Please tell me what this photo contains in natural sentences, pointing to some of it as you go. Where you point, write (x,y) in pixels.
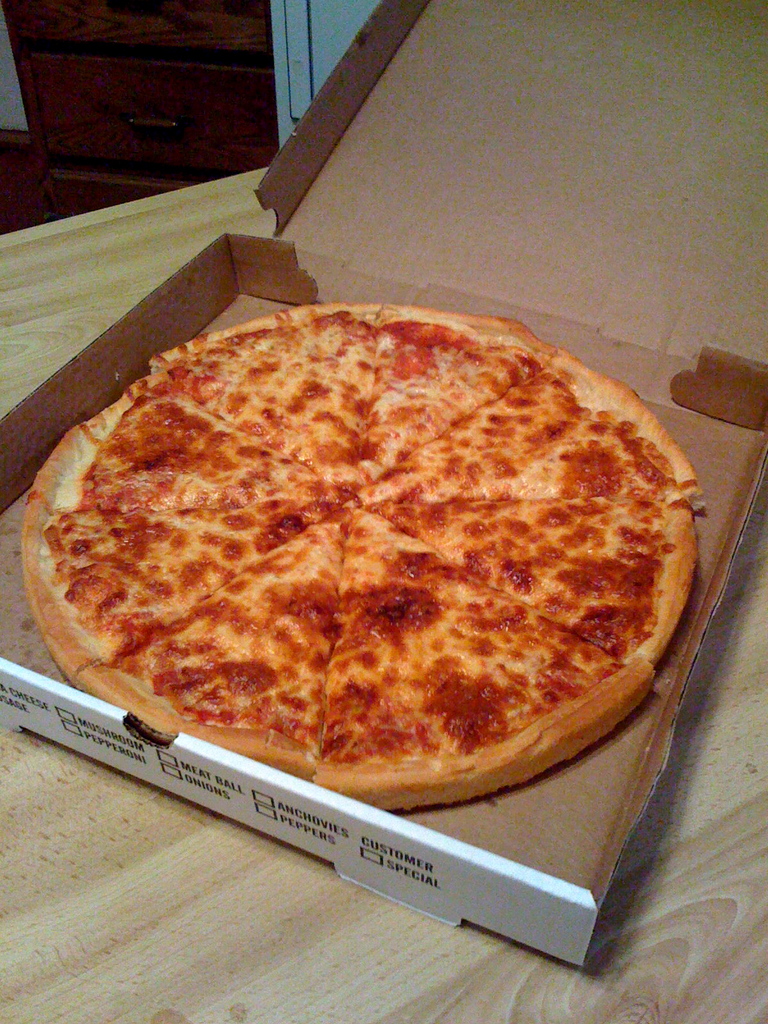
In this picture we can see a pizza box (449,216) on the table (332,952). This is a desk (187,91).
